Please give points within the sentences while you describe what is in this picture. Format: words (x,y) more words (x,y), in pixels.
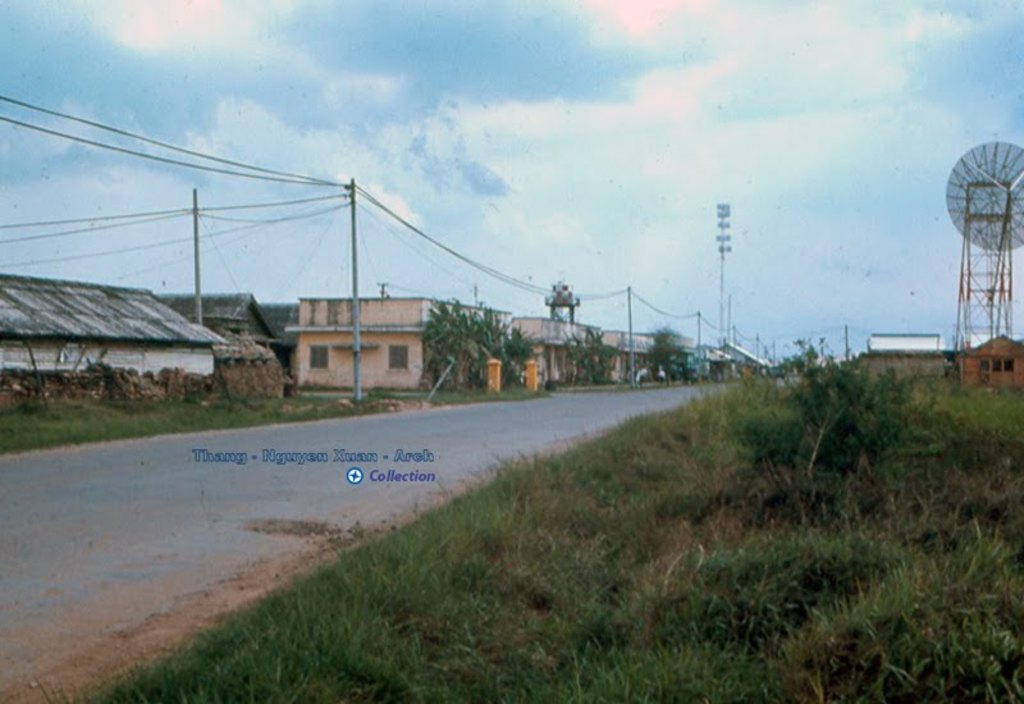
This picture is taken from the outside of the city. In this image, on the right side (1002,609), we can see some plants (927,456) and grass (986,446). On the right side (944,354), we can also see a house (1002,359), satellite tower (985,199), building (939,340). On the left side (149,367), we can also see some houses (247,331), buildings (323,335), trees (577,367), plants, electric pole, electric wires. In the background (592,366), we can also see electric pole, electric wires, pole (698,347), trees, plants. At the top (520,129), we can see a sky (523,189), at the bottom (413,524), we can see a road (186,458) and a grass (112,438).
